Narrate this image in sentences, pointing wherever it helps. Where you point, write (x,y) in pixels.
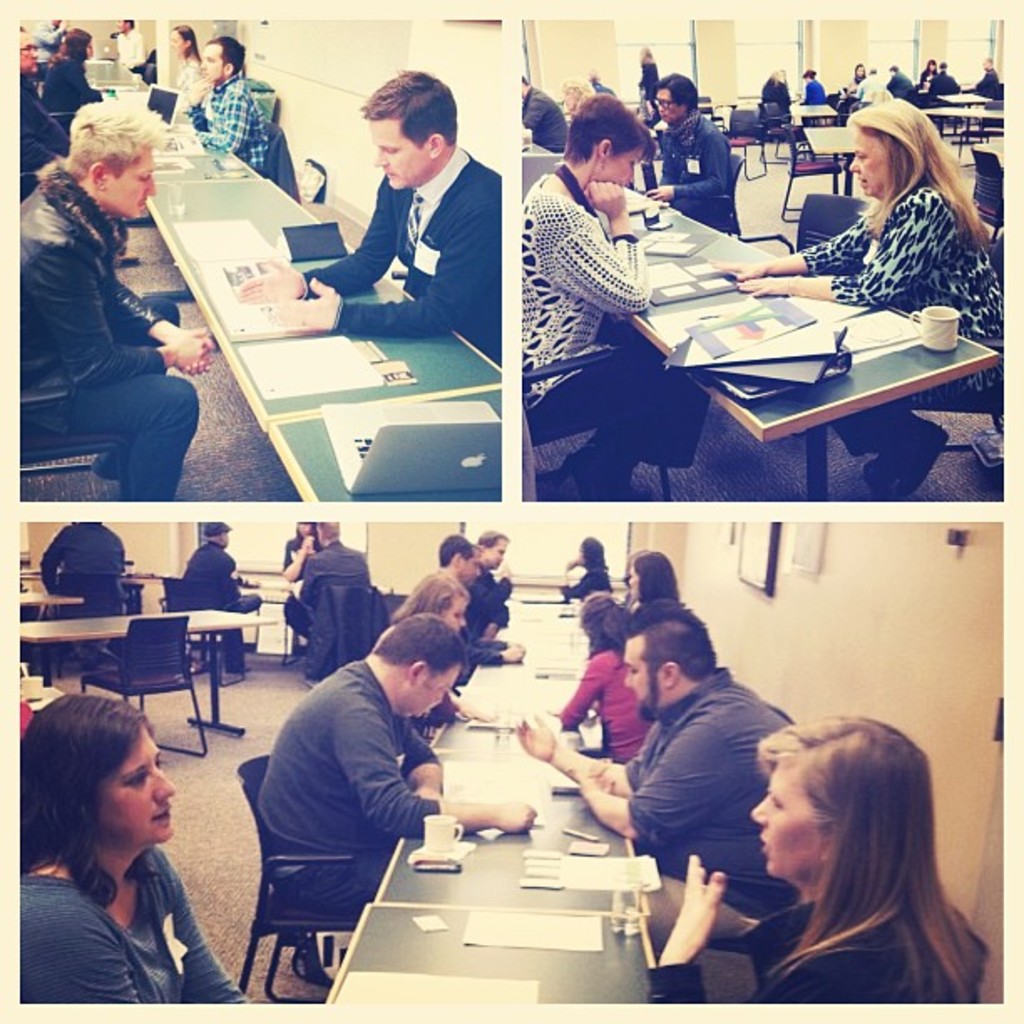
The picture is divided into three parts where each part has people (480,580) sitting on the green table (409,345) and discussing with each other, notebooks (345,369) and glasses (921,326) are on top of it. In the background (737,34) we observe windows (880,49) and frames (754,546).
